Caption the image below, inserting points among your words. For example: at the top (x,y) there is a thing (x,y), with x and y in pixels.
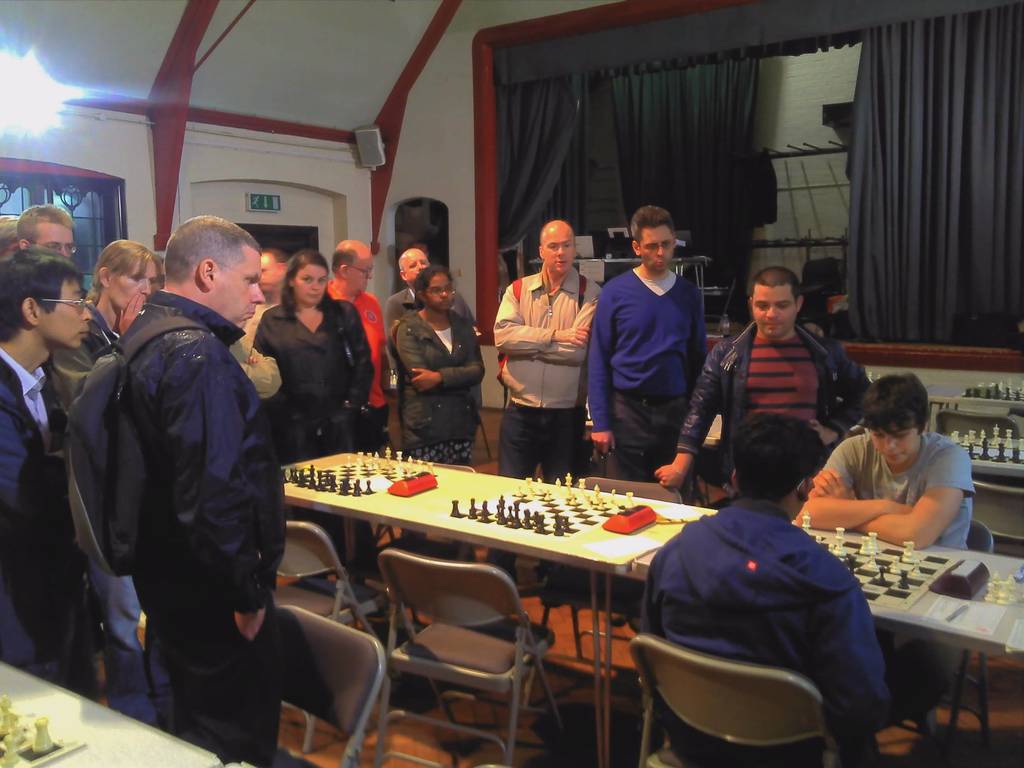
Here 2 persons (819,625) are playing chess game (894,557). People (255,432) over here are looking at their match. In the background (525,135) there is a light (16,113), curtain (929,315).
